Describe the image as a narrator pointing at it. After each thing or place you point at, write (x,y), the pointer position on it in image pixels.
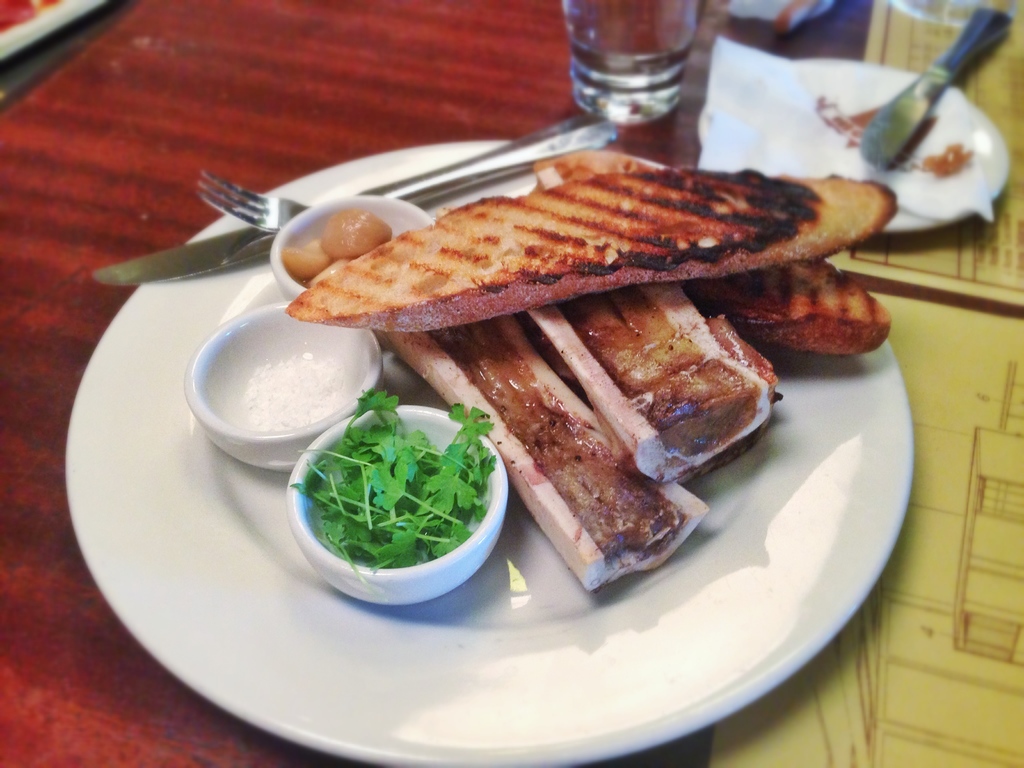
On the table (234,115) there are plates (692,543), forks (277,200), knives (909,110), tissue papers (930,147), glass (635,10), bowls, and food (432,277).
